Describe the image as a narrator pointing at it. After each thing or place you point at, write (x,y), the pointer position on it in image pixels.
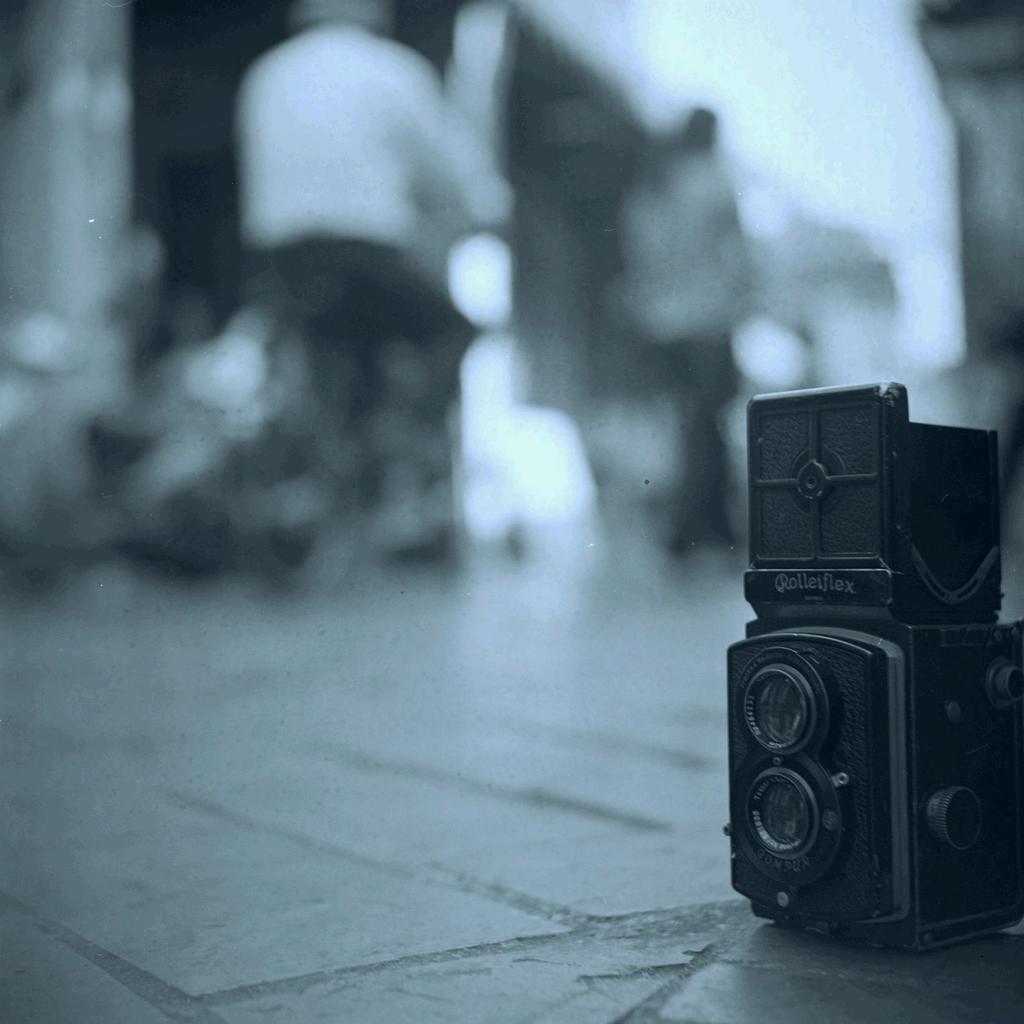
In this image we can a camera (787,712) on the ground (452,752), there are two persons (379,331), and the background (471,282) is blurred, also the picture is taken in black and white mode.
